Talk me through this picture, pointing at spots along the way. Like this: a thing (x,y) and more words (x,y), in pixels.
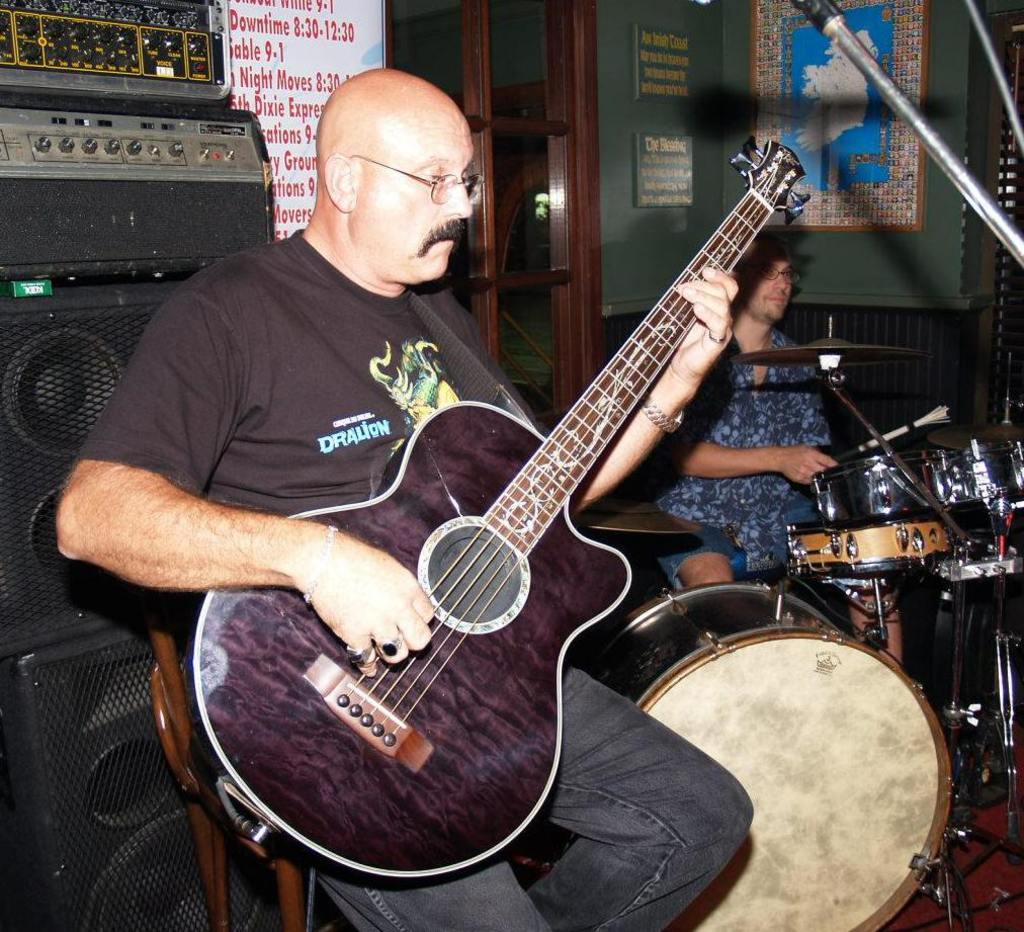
In this image i can see a man (372,614) playing guitar (353,733) in front of a microphone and other man (806,456) is playing drums (902,506).
